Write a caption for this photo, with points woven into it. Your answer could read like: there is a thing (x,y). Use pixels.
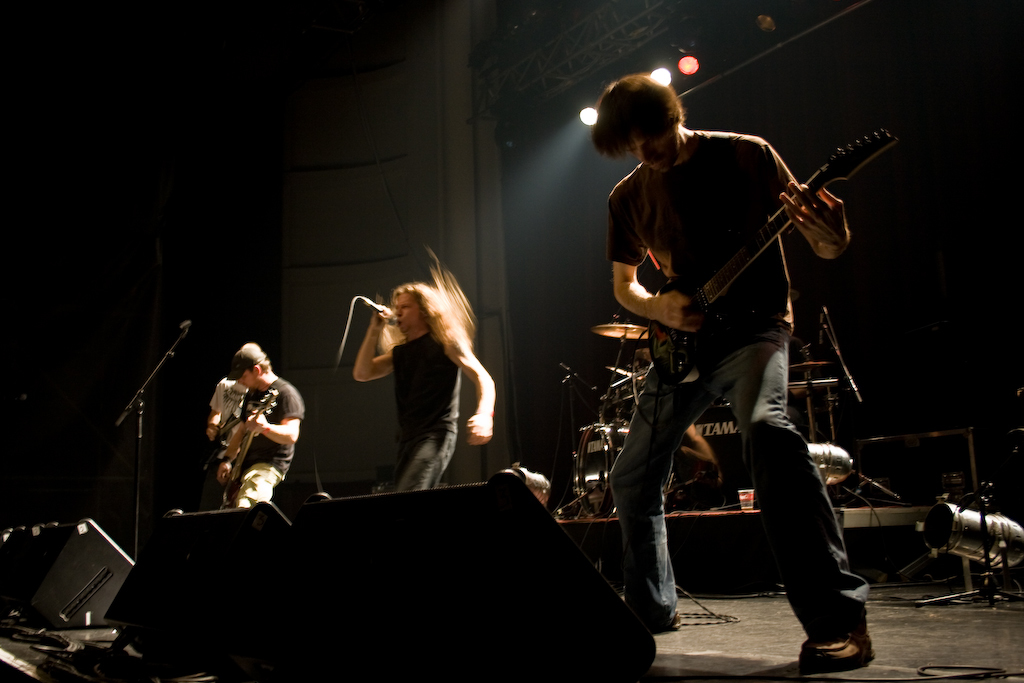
In this image there are four persons (783,481) standing on the stage (879,517) in front of the mike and playing guitar (267,399) and singing a song. At the bottom (575,593) speakers (560,558) are visible. In the background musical instruments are there on the stage (891,507). The background (834,65) is white and dark in color. And a roof top (750,44) is there on which lights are mounted. This image is taken in a concert during night time.
